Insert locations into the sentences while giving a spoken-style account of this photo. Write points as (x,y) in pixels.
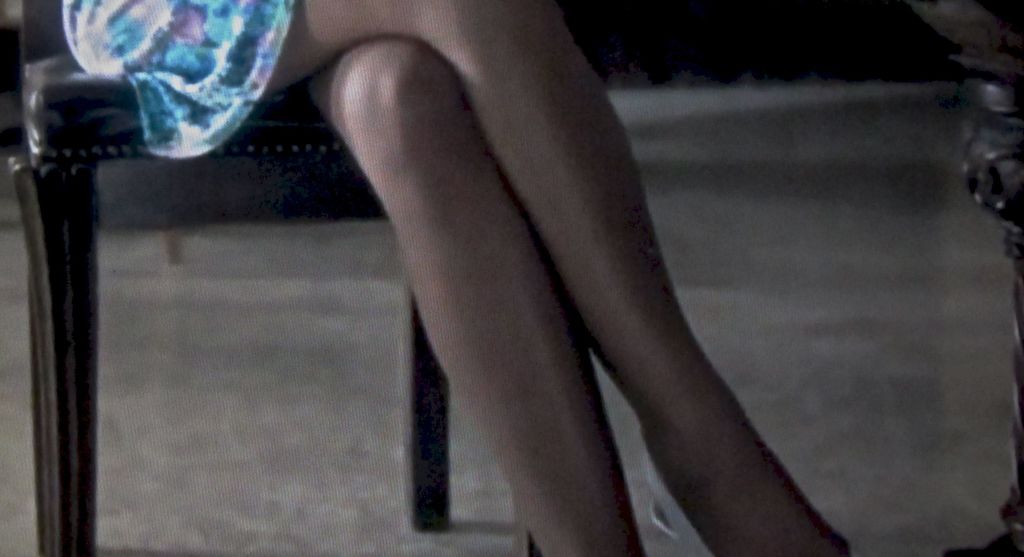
In the image we can see there is a person (222,49) sitting on the chair (22,161).
